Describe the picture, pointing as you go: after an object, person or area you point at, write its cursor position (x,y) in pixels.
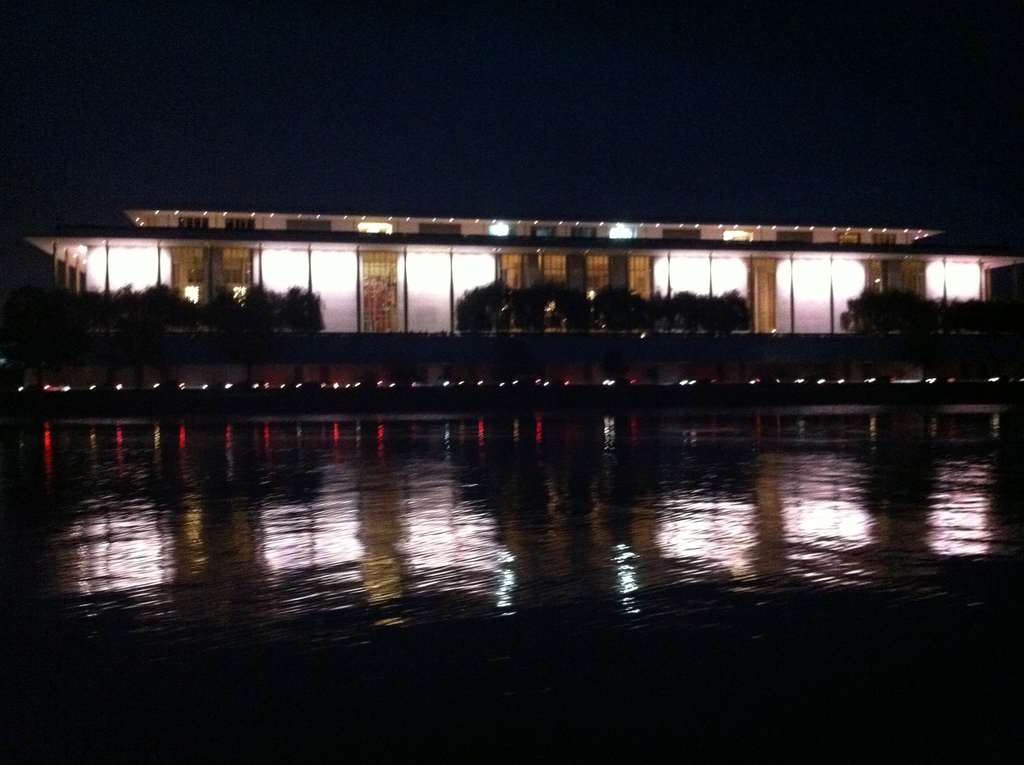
There is water (571,474). In the background (885,305), there are trees (902,302), there are lights (479,386) arranged and there is a building (454,224) which is decorated with lights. And the background (128,142) is dark in color.
